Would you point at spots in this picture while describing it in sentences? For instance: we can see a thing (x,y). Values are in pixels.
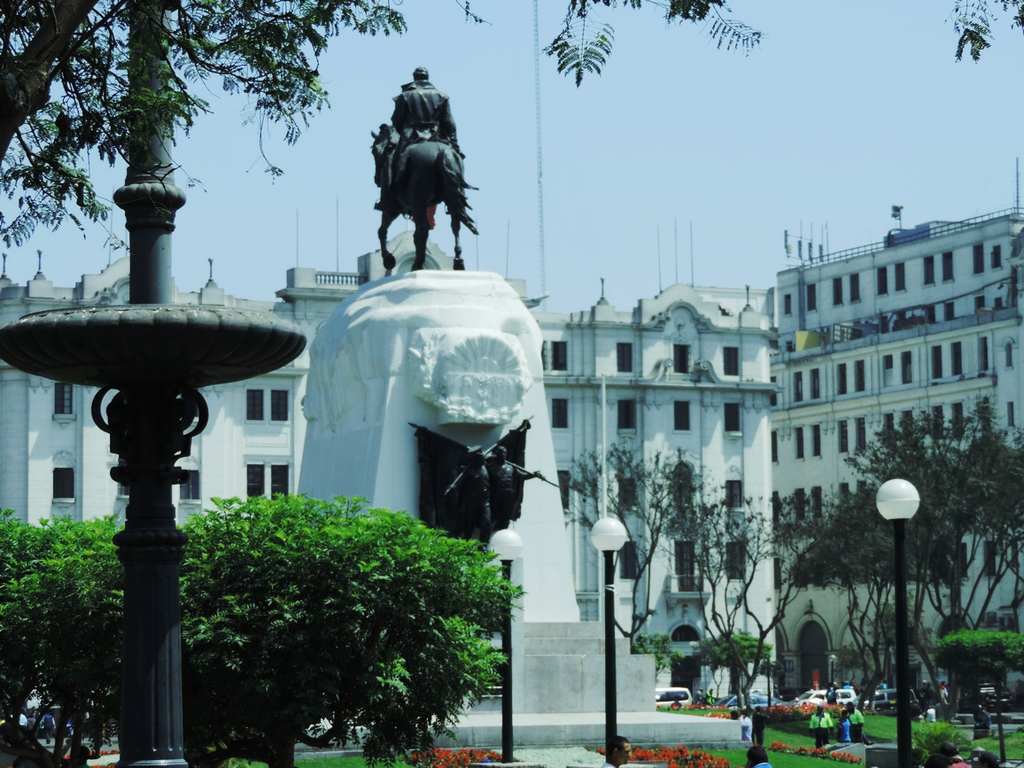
In this image there is a statue (419,93) on the rock structure (465,443), in front of that, there are a few lamps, trees (245,606) and a pole (148,294) with some structure (224,321), there are a few people (746,729) walking on the path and there are a few vehicles (684,703) parked. In the background (476,151) there is a building (36,451) and the sky (662,135).
